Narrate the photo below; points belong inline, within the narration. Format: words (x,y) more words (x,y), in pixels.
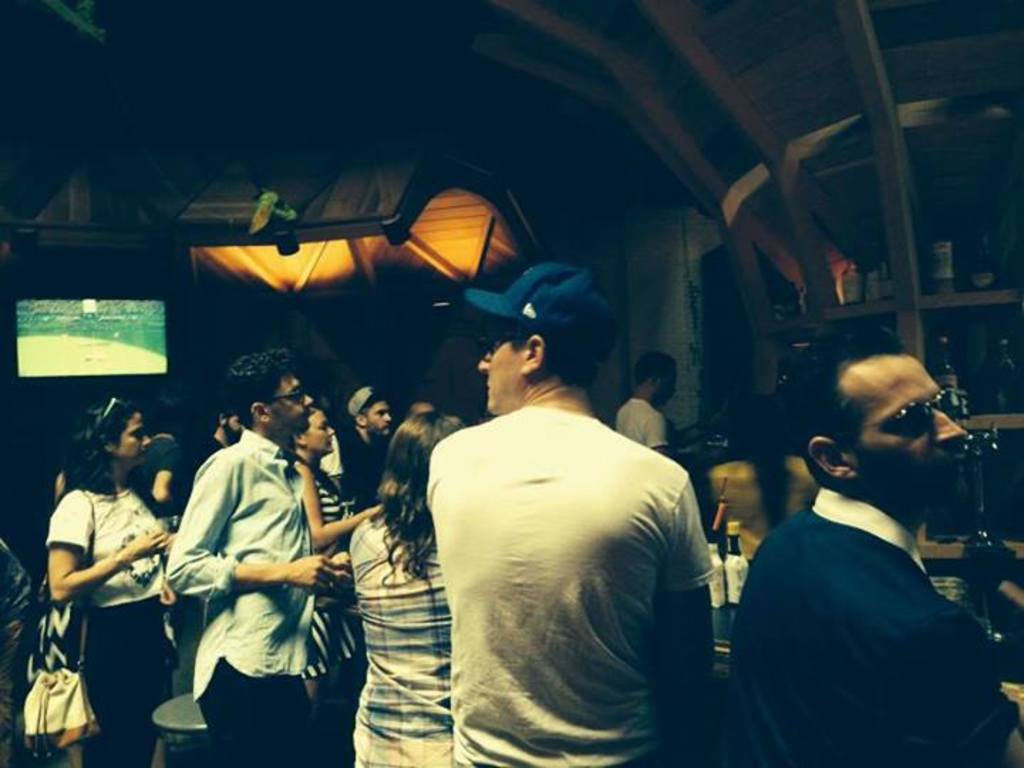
In this image, there are a few people (428,570). We can see some shelves (912,297) with objects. We can see the shed (638,177) at the top (348,209). We can see a screen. We can also see the wall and a few bottles (739,560).
